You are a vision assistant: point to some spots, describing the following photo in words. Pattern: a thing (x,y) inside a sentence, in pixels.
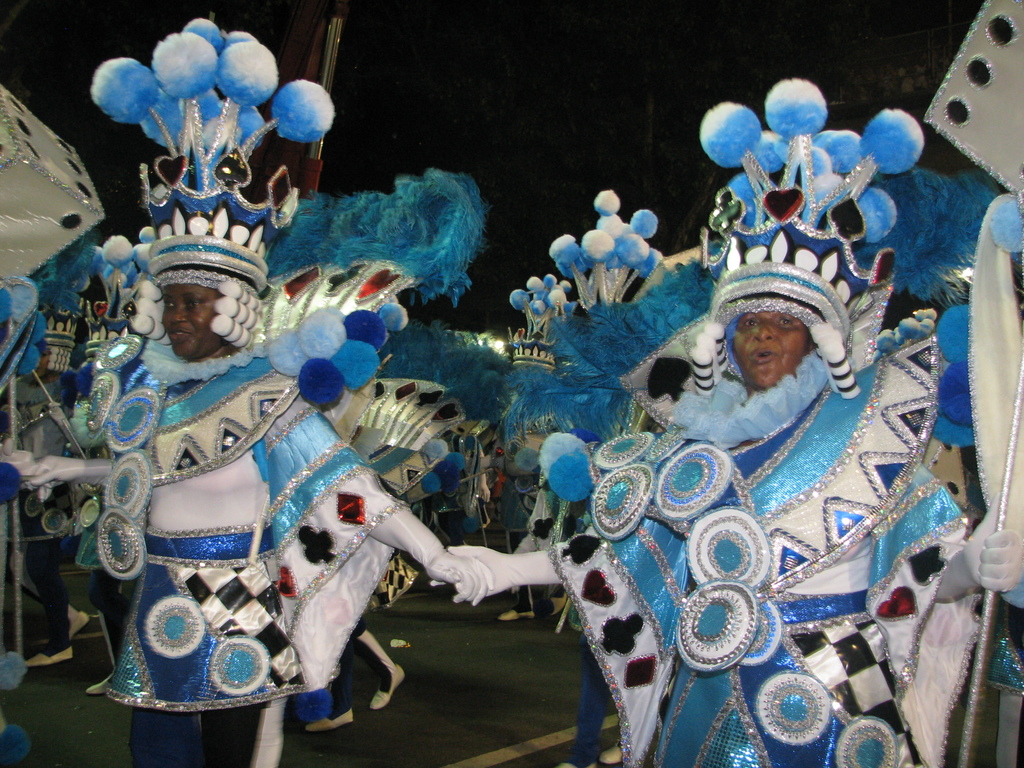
There are some people (368,443) wearing a blue and white costume (382,422). On the head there is something kept. On that there are some round shaped things (201,93). They are wearing white gloves (436,561). In the background (632,91) it is dark.
